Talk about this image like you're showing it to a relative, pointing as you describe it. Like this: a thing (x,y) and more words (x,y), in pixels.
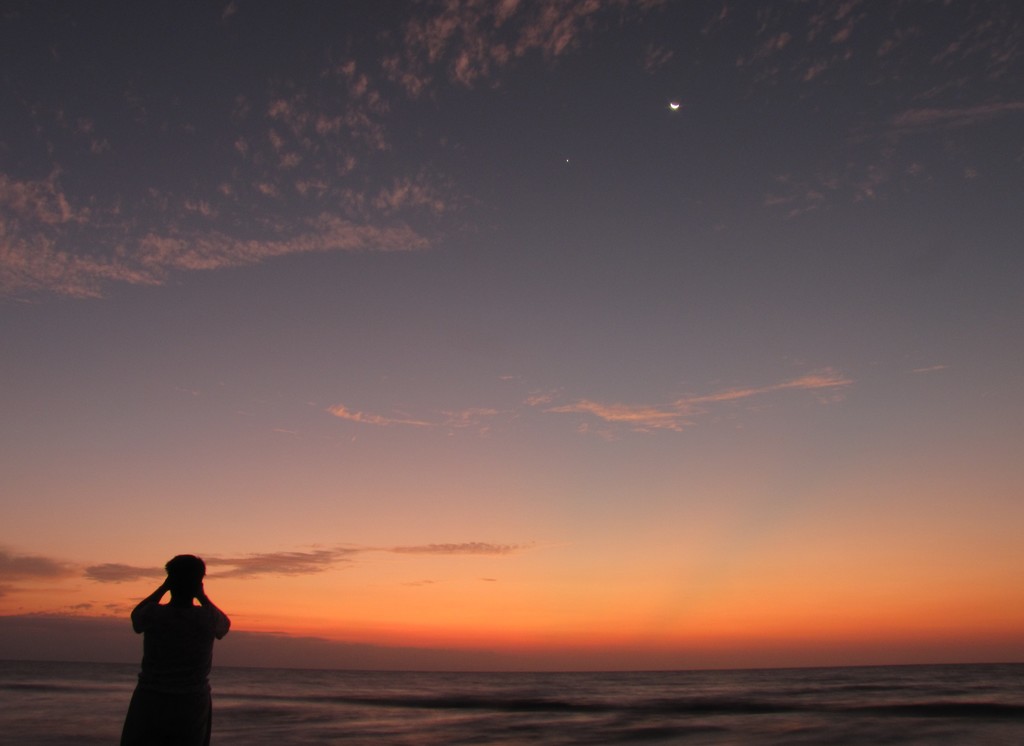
In this image, we can see the sky (540,367). Left side (169,687) bottom, we can see a person (165,657) is standing.
